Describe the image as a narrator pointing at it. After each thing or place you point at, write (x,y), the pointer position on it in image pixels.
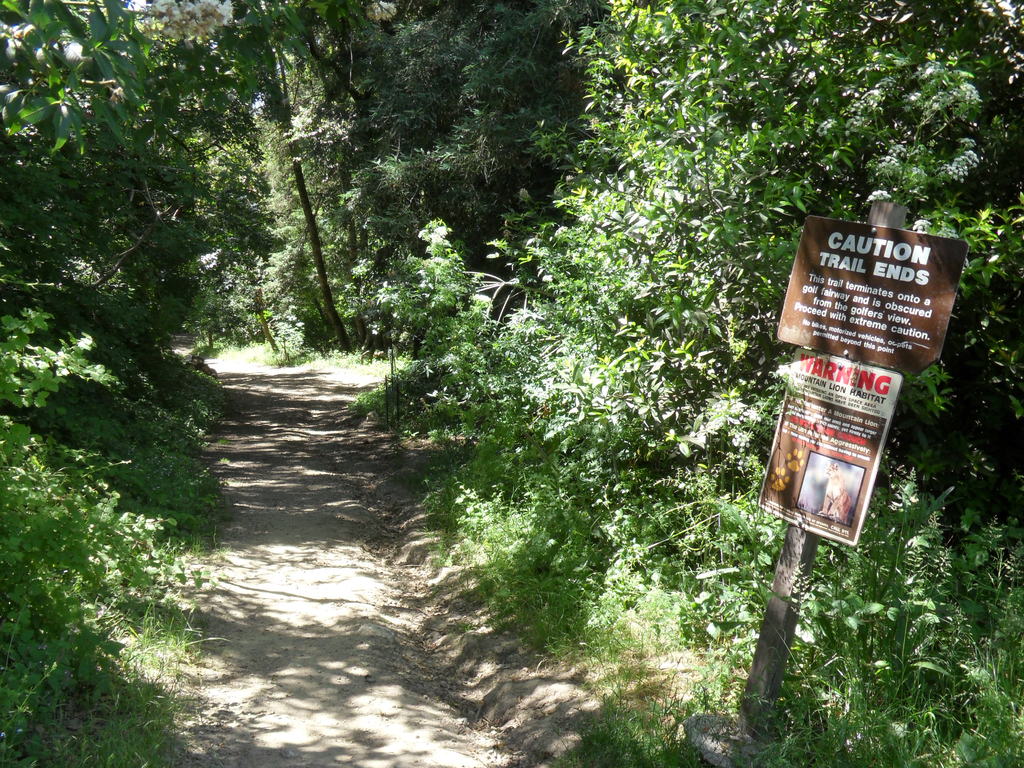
In this image we can see some plants (490,278), trees (516,289), grass (798,686), also we can see two boards (838,438) on the pole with text (872,404) on them.
